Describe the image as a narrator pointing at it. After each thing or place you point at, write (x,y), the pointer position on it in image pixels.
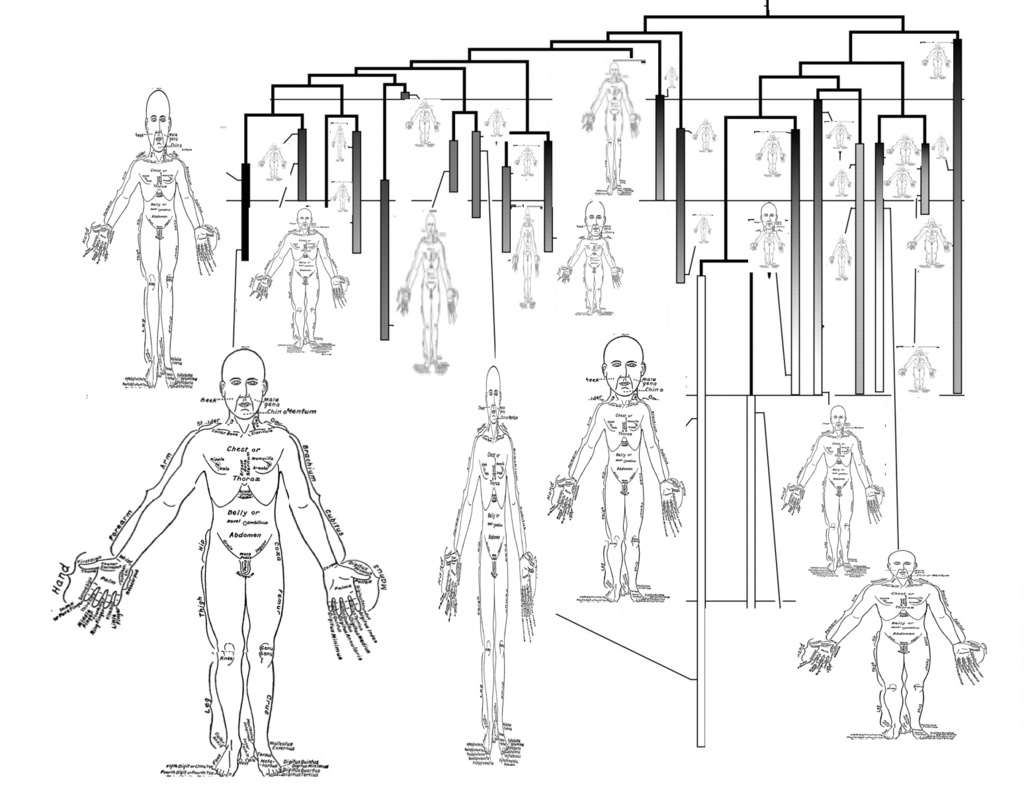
In this image there is a structure (213,232) of a human body (356,592).
